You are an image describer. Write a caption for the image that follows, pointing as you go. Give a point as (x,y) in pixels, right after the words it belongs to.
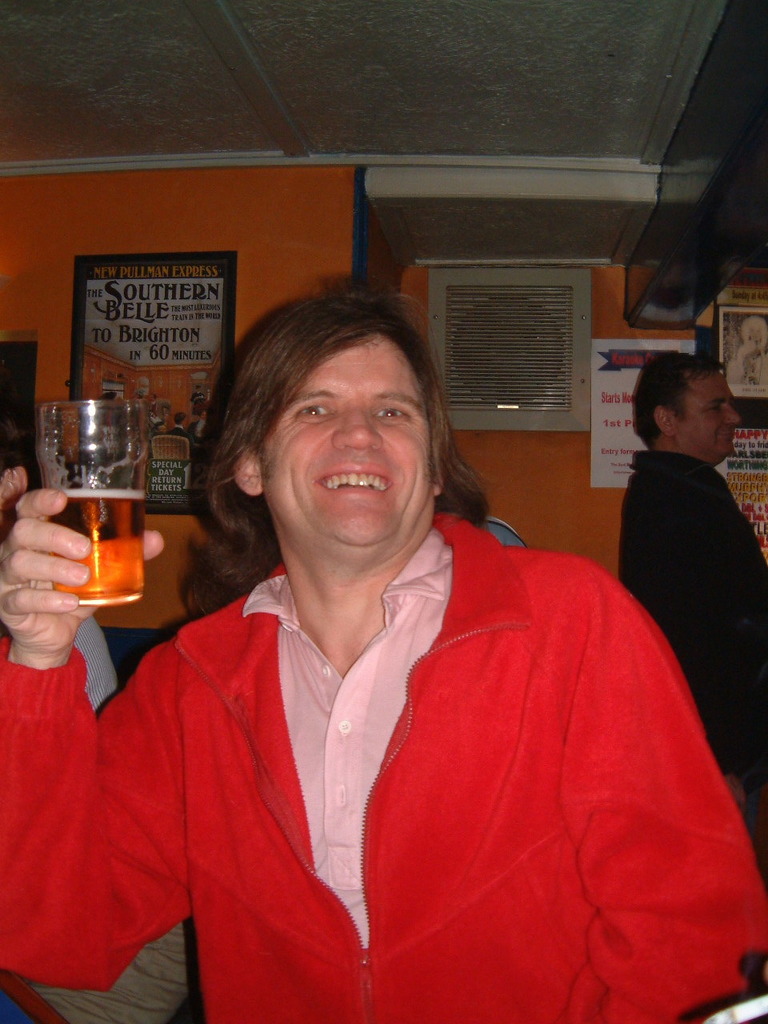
There is a man (345,791) in this picture wearing a red jacket (463,680), holding a glass (80,522) in his hand (49,571). He is smiling and there is another guy (683,533) standing behind him. In the background (172,237) there is a wall (331,252) here.
